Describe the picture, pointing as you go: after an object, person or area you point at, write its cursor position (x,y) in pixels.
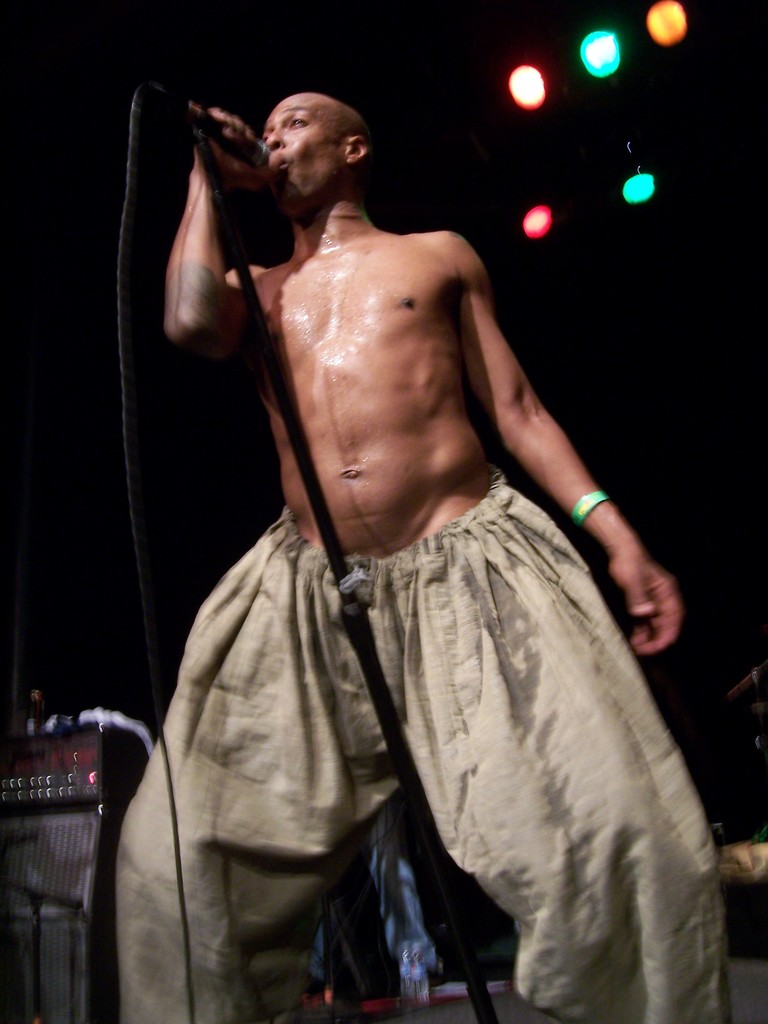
In this picture, we see a man (541,573) is standing. In front of him, we see a microphone stand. He is holding the microphone (207,131) in his hand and he is singing the song on the microphone (213,124). On the left side (72,951), we see the amplifier (75,837). In the background (491,459), it is black in color. At the top (659,20), we see the lights (679,34) in red, green and orange color. This picture might be clicked in the musical concert.
